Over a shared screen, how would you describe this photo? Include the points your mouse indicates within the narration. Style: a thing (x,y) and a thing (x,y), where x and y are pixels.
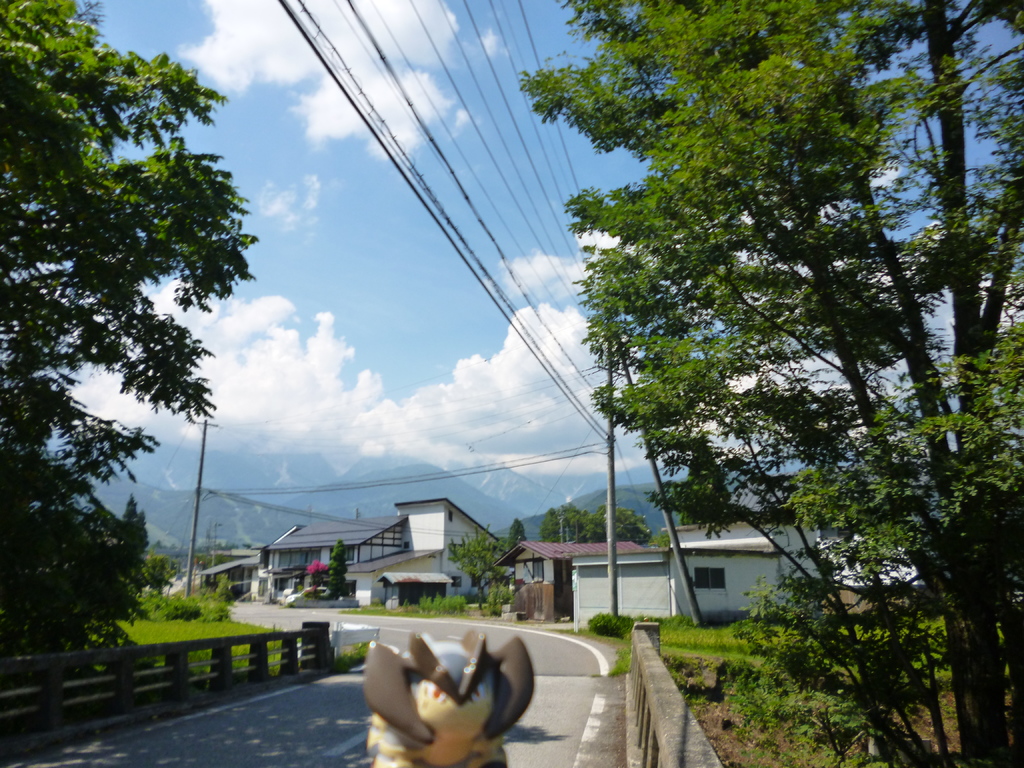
In this picture we can see a toy (426,681), road (390,626), grass (680,619), buildings (675,607), fences (287,640), trees (939,546), poles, wires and in the background (384,301) we can see the sky (445,341).
